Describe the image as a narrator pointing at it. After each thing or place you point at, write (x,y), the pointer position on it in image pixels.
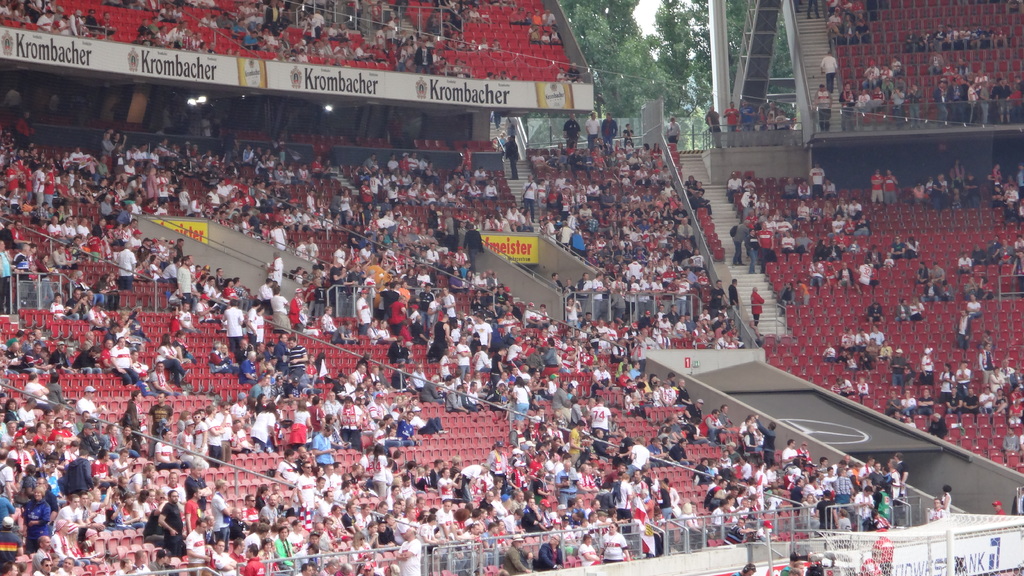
In this picture we can see a group of people (343,534) where some are sitting on chairs (910,342) and some are standing, steps (723,228), lights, fence (690,295) and in the background (649,37) we can see trees (647,39).
